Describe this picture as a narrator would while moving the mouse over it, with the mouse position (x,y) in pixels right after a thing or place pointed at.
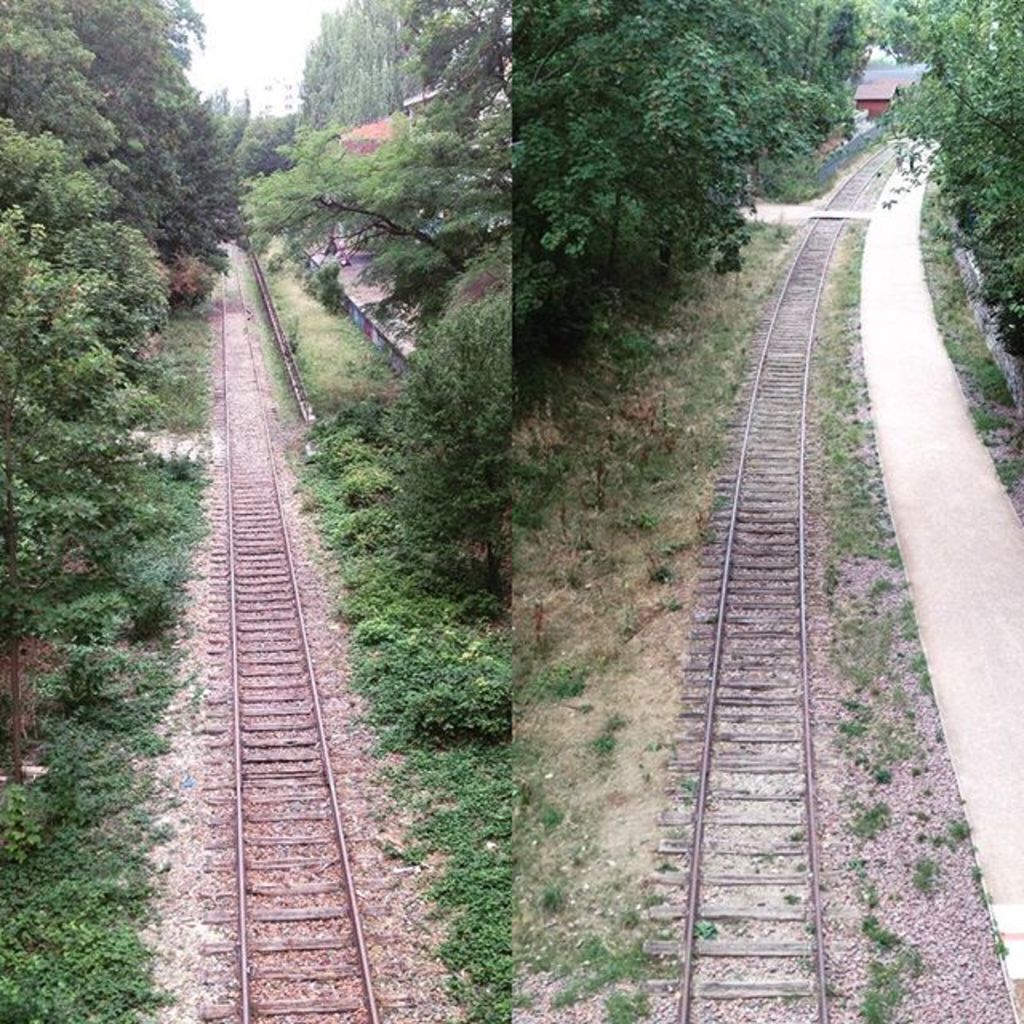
In this I can see a collage picture in which I can see a railway track (292,750). On the left (16,334) and right side, I can see the trees (405,499).
